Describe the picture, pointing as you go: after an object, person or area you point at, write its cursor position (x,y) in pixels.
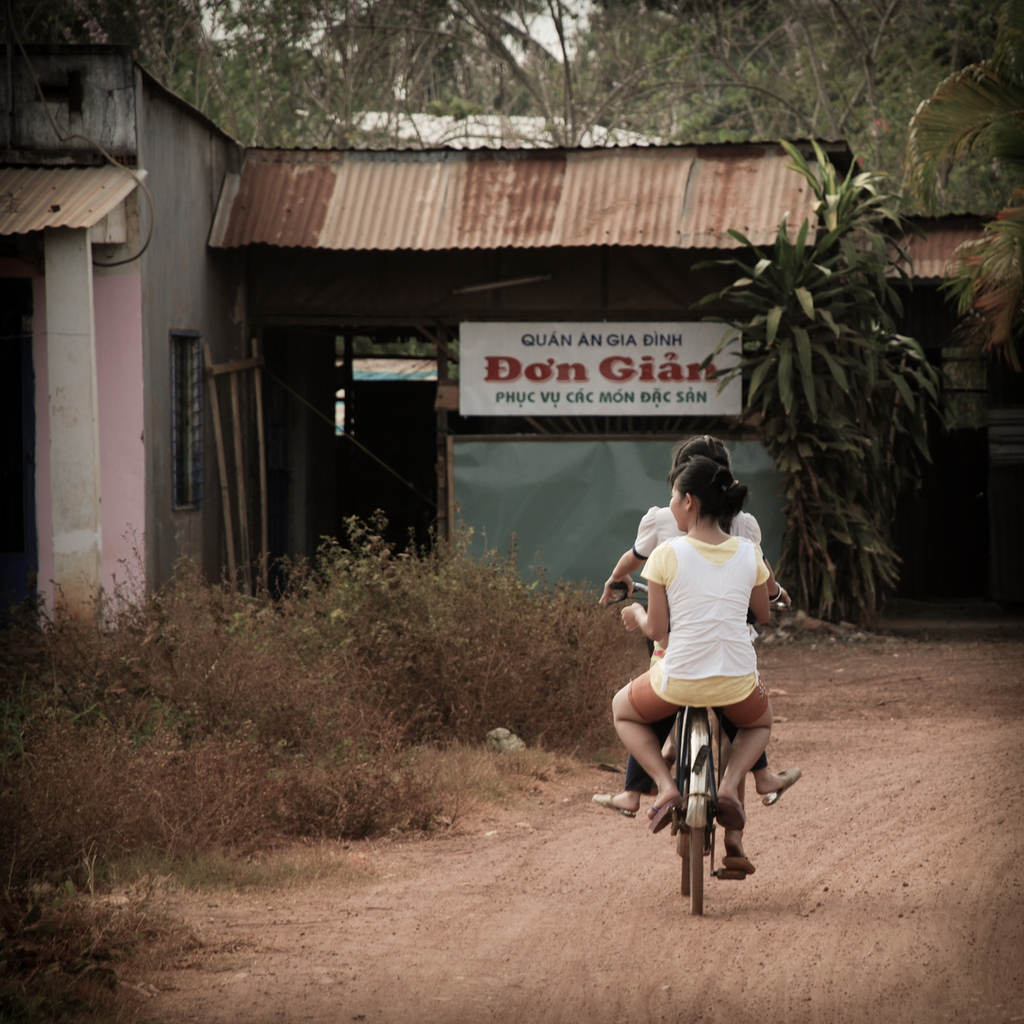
As we can see in the image, there are trees (388,96), grass (64,787), house (146,436), window (188,468), banner (586,370) and two people (680,640) on bicycle (678,763).
